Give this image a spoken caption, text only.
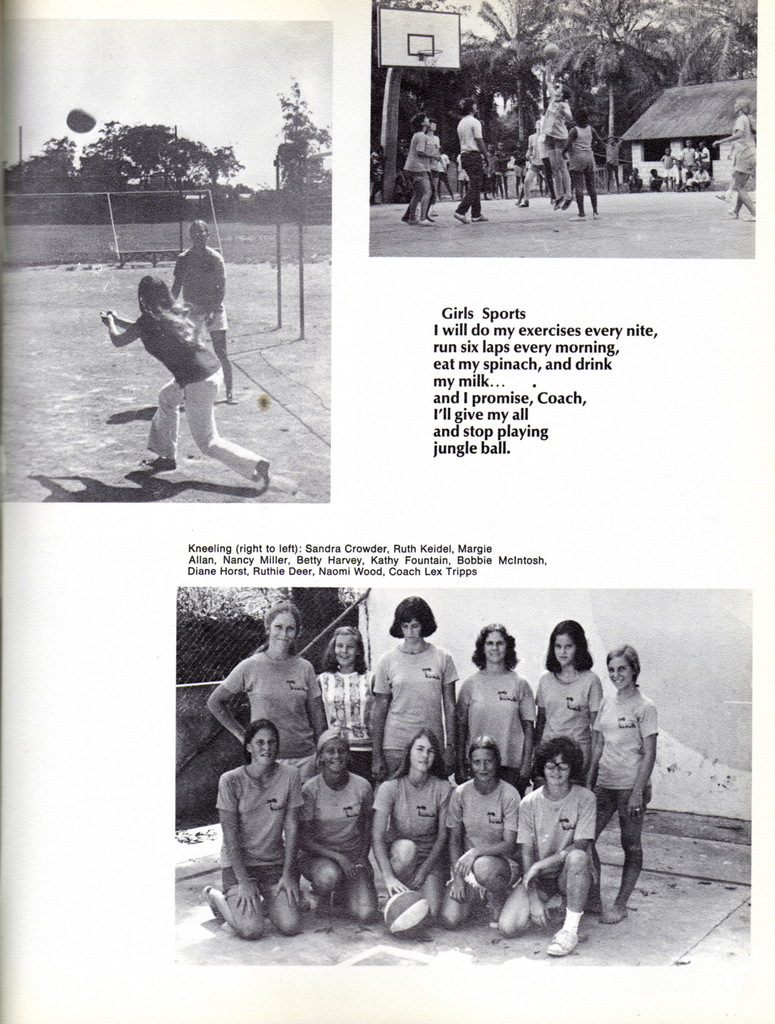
In the picture I can see collage of few images and there is something written in between it.
